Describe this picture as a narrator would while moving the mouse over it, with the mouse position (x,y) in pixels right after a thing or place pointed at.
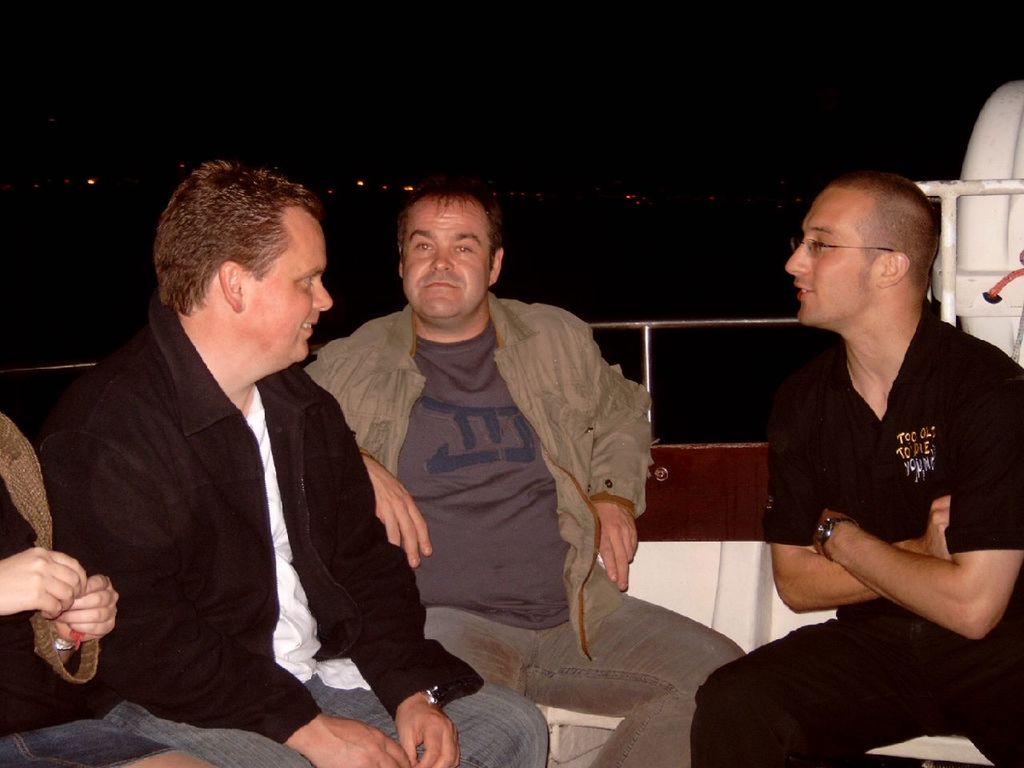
Here I can see four persons (291,587) sitting. It is looking like inside view of a boat (696,510). At the back of these people (399,363) I can see the railing (627,324). It seems like they are discussing something. The background (764,139) is in black color.
